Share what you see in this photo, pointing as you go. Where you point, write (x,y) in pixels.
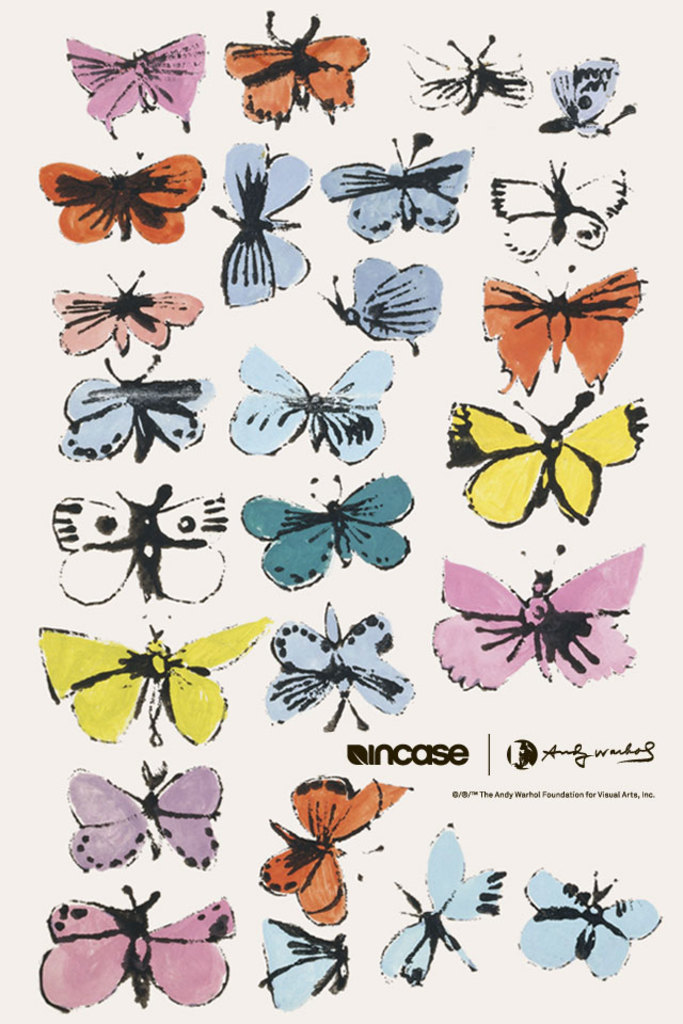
In this image I can see few butterflies (103,709) in multi color and I can see white color background (426,122).
